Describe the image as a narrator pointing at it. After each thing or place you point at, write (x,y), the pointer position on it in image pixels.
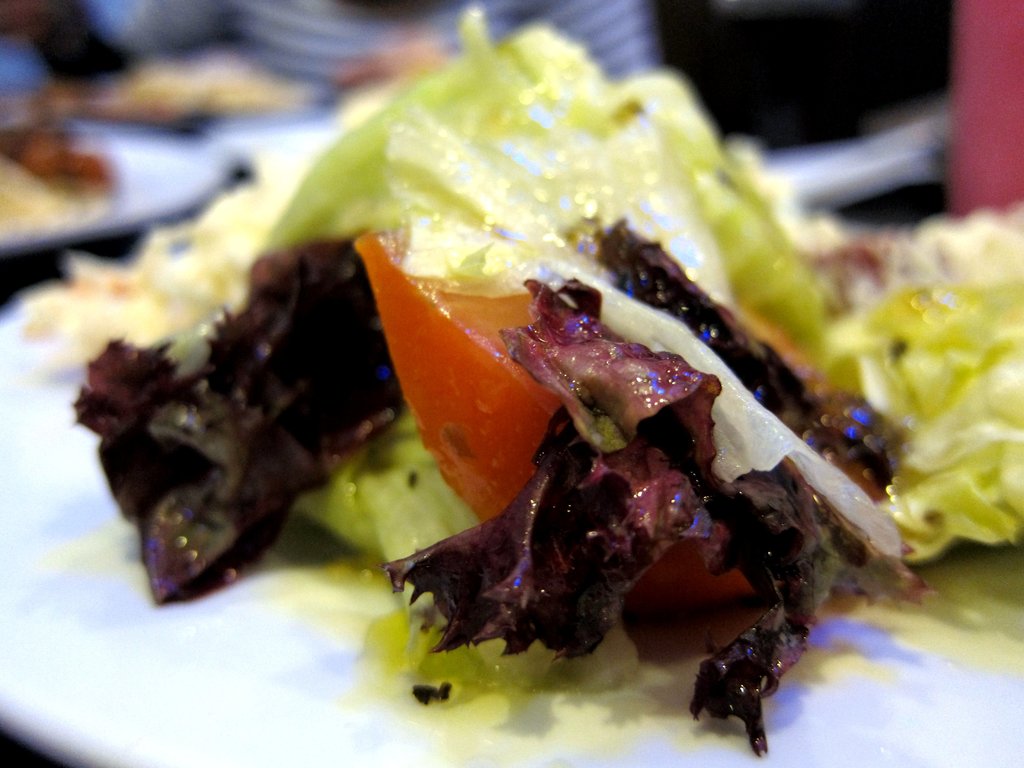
In this image I can see the white colored plate (188,698) and on the plate (183,684) I can see a food item (246,516) which is black, green, red, white and purple in color. In the background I can see few other objects (373,82) which are blurry.
